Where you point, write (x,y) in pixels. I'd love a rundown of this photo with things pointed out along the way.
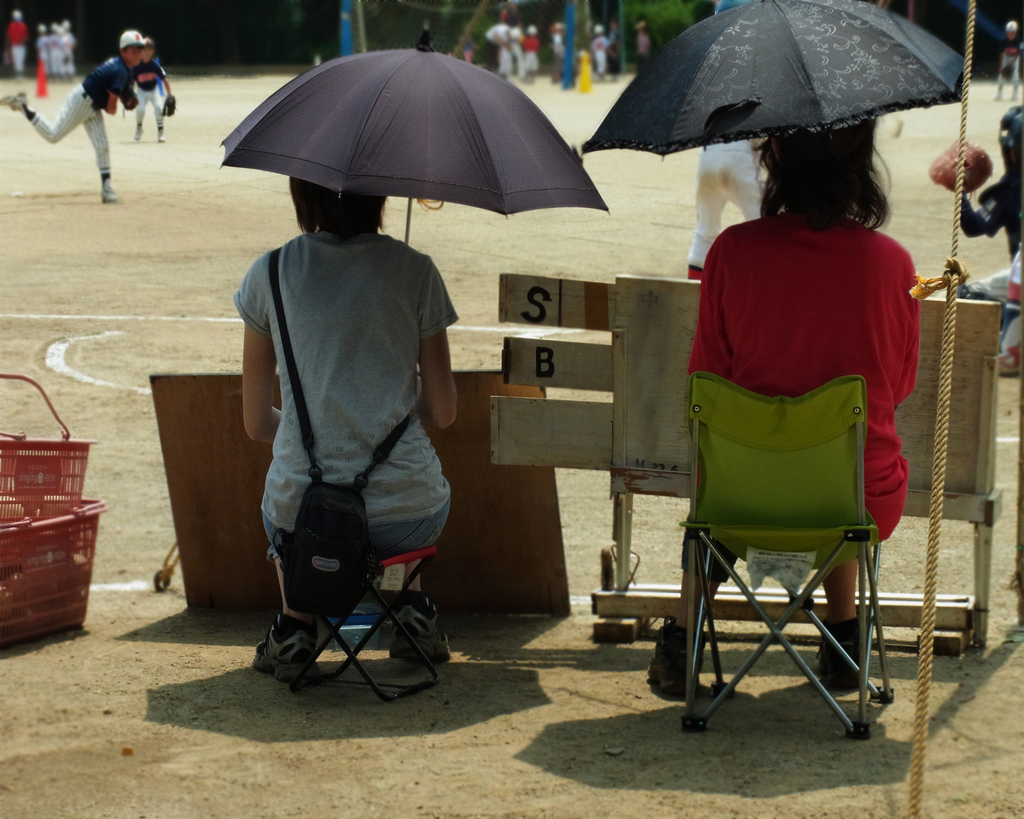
In this picture there are two persons (381,512) sitting and holding an umbrella (494,193) in their hands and there are few people (556,23) standing in front of them.
